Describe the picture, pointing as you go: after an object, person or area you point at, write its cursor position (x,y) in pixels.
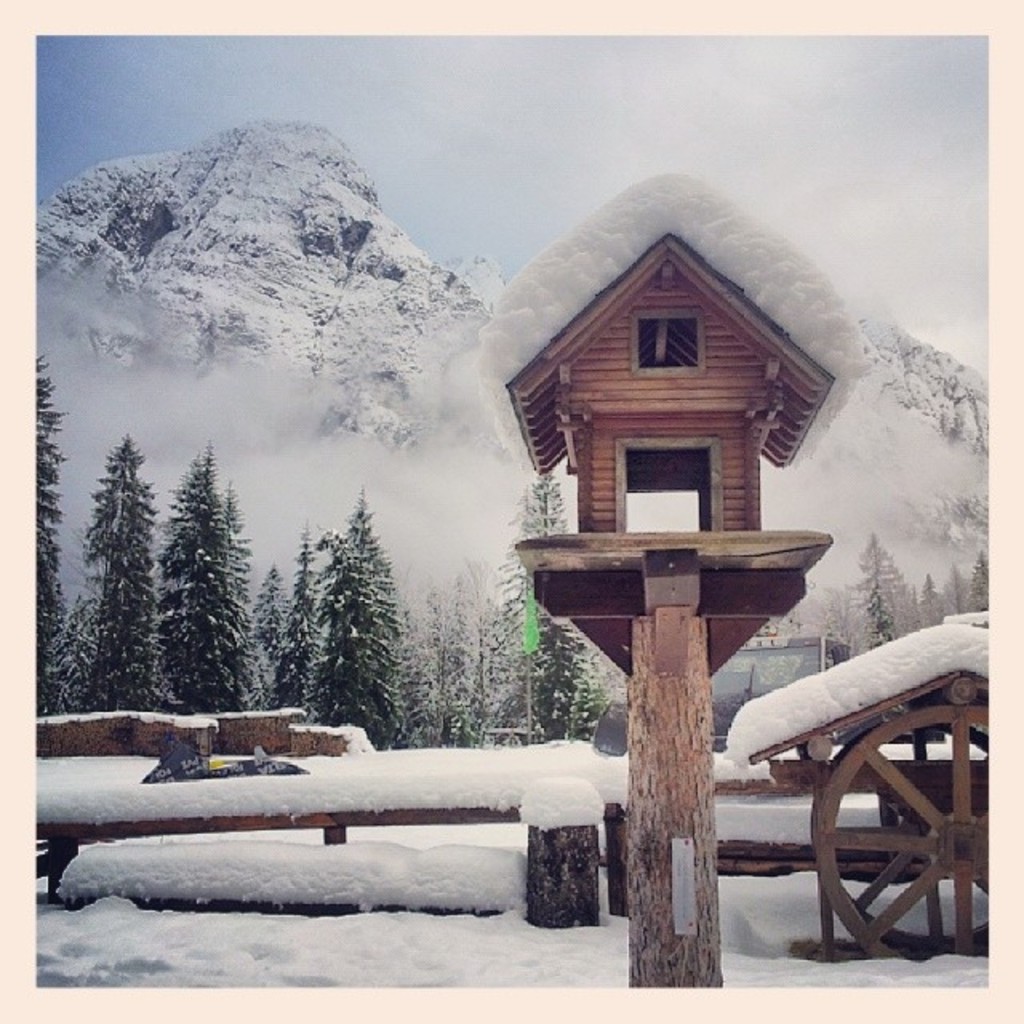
This is an edited picture. I can see a bird house (650,360) with a wooden pole (704,948), there is snow (922,662), there are wooden wheels (922,847), there are trees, there are snow mountains (293,339), and in the background (570,139) there is the sky (541,161).
